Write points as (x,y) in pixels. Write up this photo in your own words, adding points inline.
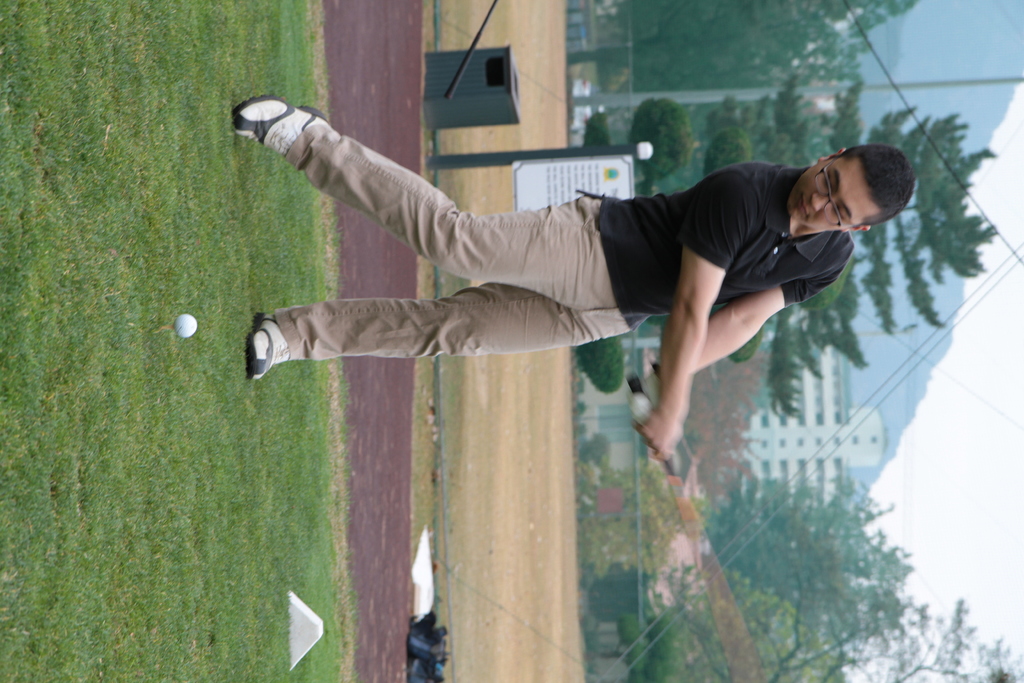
In this picture there is a man (681,218) wearing black t-shirt (652,282) and brown jeans (510,270) is playing a golf in the ground (223,537). Behind there is a white notice board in the grass lawn (84,544). In the background (602,525) there are some buildings (691,515) and trees (775,602).
